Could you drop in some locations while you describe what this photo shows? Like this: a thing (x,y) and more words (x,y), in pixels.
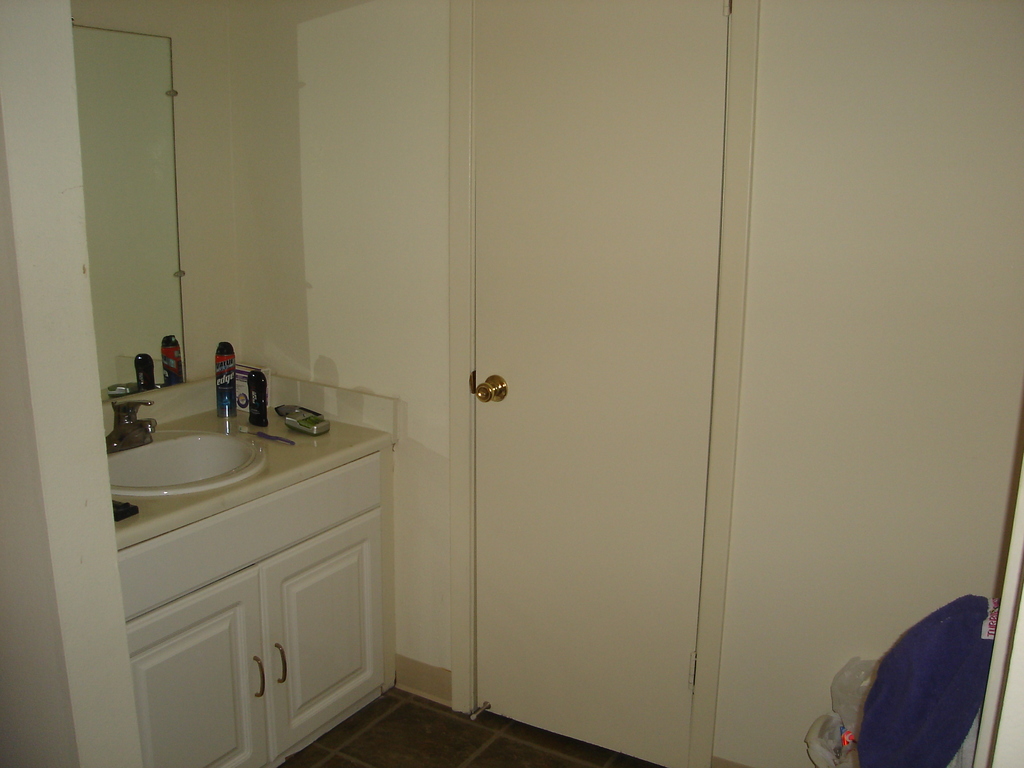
This is a picture of a room (588,190), in this image on the left side (216,524) there is a wash basin (119,488) and cupboard (288,607). And beside the washbasin (254,451) there are some bottles (262,401) and soap (309,427), and there is one mirror (129,214) on the wall (232,295). In the center (487,333) there is a door (621,199), on the right side (857,435) there is wall (840,465) and some objects (872,717) and at the bottom (528,734) there is floor (511,726).
